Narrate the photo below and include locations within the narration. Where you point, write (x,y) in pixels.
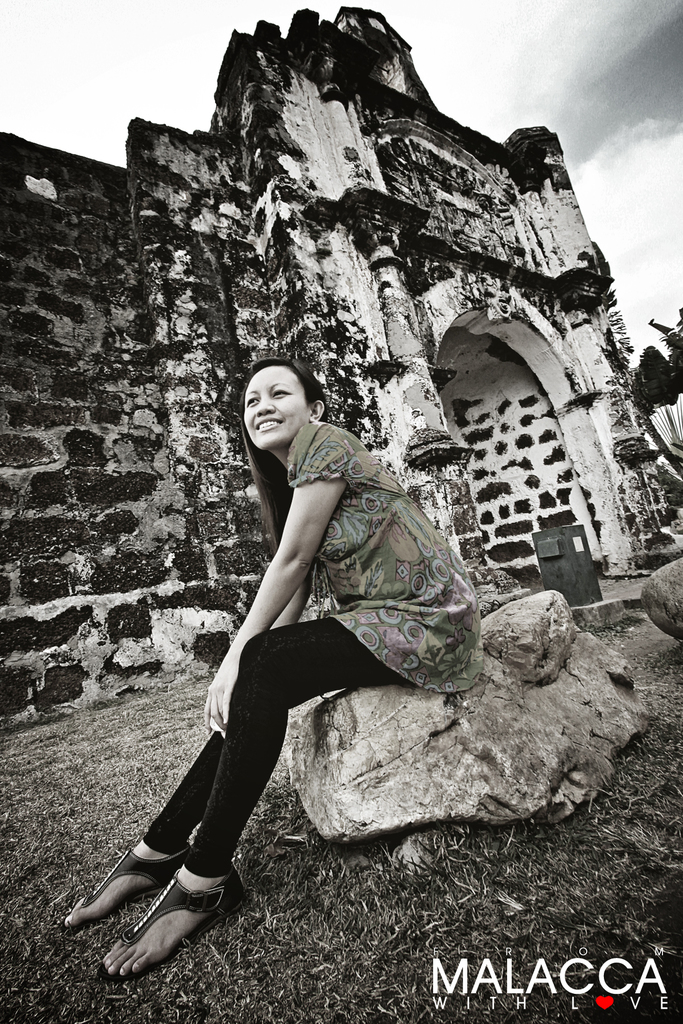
There is a woman (410,614) sitting on a stone (489,750) in the foreground area of the image (387,614), it seems like a building structure (325,313) and the sky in the background (503,199).
